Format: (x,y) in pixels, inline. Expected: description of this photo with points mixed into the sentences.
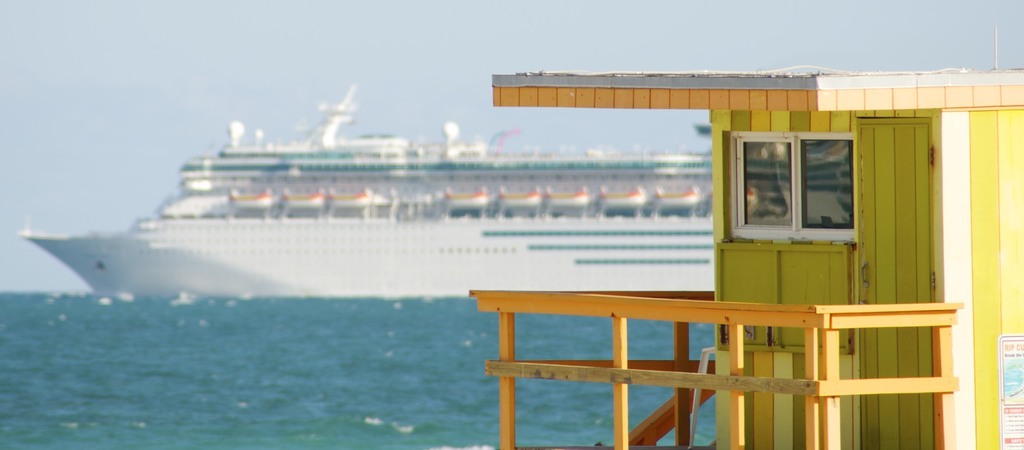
In this picture, it seems to be a wooden shelter (973,156) on the right side of the image (872,174), on which there are windows (788,185) and there is a ship (461,215) in the background area of the image (458,201) on the water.
